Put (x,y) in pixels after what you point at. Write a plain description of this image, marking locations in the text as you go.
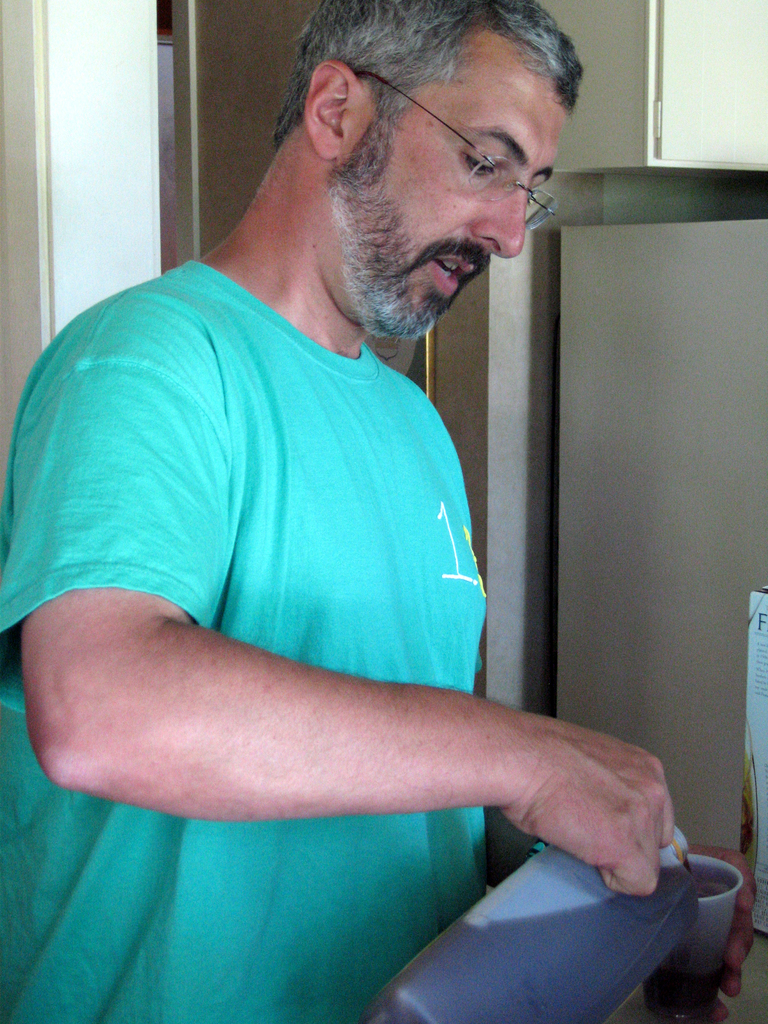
In this image there is a man (155,386) he is wearing a T-shirt (299,630) holding a bottle (485,958) and cup (695,896) in his hand (650,874), in the background (208,238) there is a wall (521,689) to that wall (506,507) there is a door (155,28).
